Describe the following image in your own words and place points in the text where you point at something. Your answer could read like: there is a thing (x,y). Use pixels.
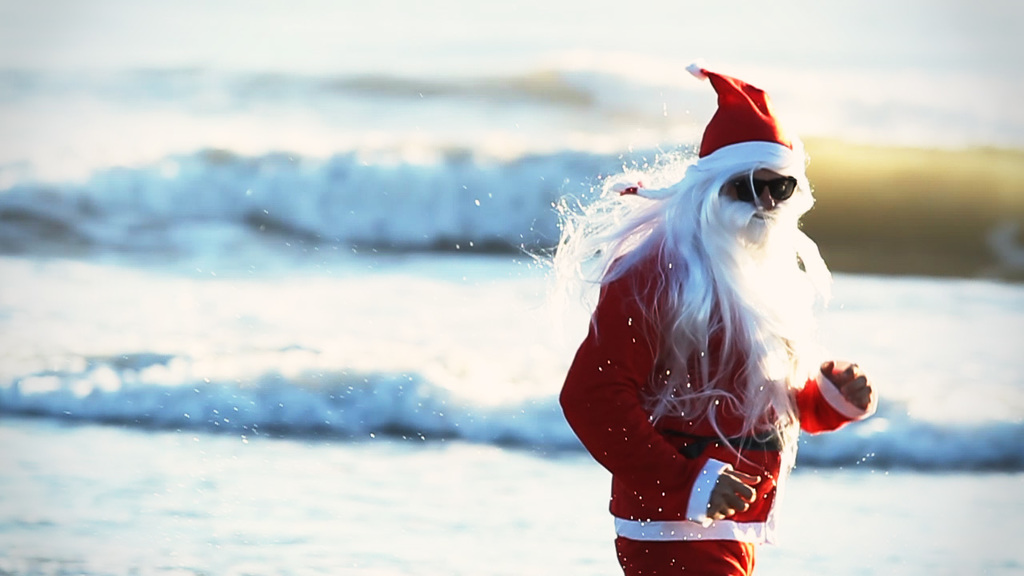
In this image I can see the person (681,432) with red and white color dress (681,438) and also the cap (709,160). I can see the person (711,183) wearing the goggles (790,191). To the side of the person (709,195) I can see the water (665,132) and there is a blurred background (587,35).
